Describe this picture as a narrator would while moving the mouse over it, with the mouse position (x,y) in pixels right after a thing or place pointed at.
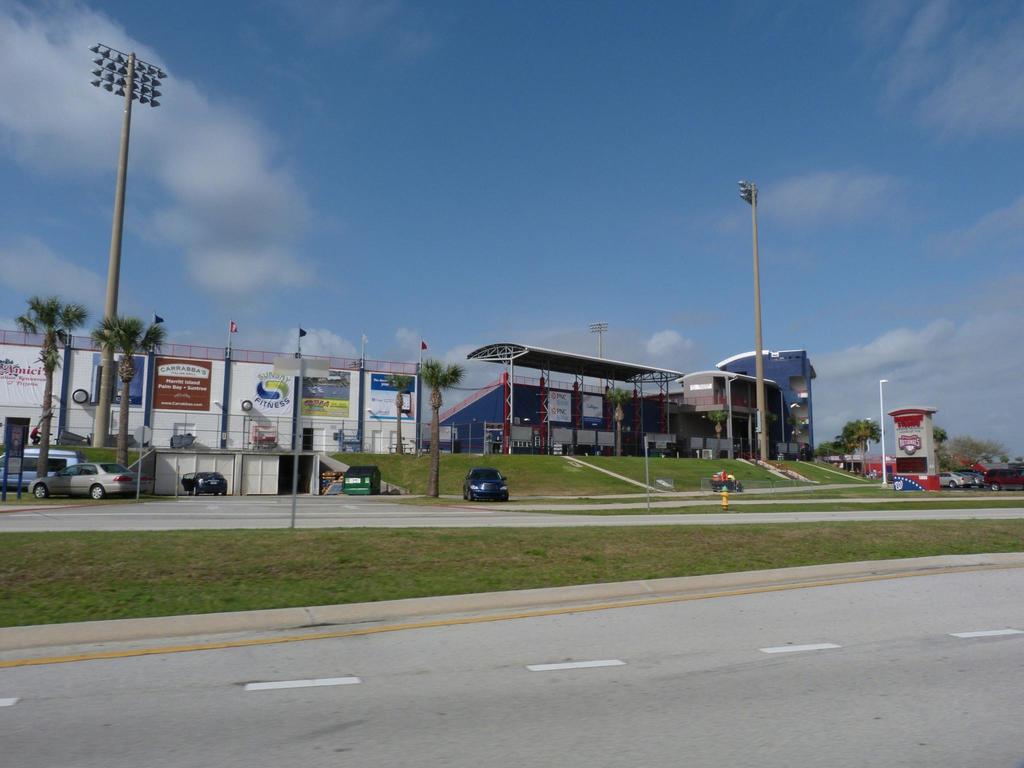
In this image, we can see few vehicles (497,481), poles (291,510), trees (988,456), few houses (629,417), buildings (461,445). At the bottom (531,722), there is a road (550,705) with lines (122,656) and grass (435,576). Background (392,248) there is a sky (377,247).
